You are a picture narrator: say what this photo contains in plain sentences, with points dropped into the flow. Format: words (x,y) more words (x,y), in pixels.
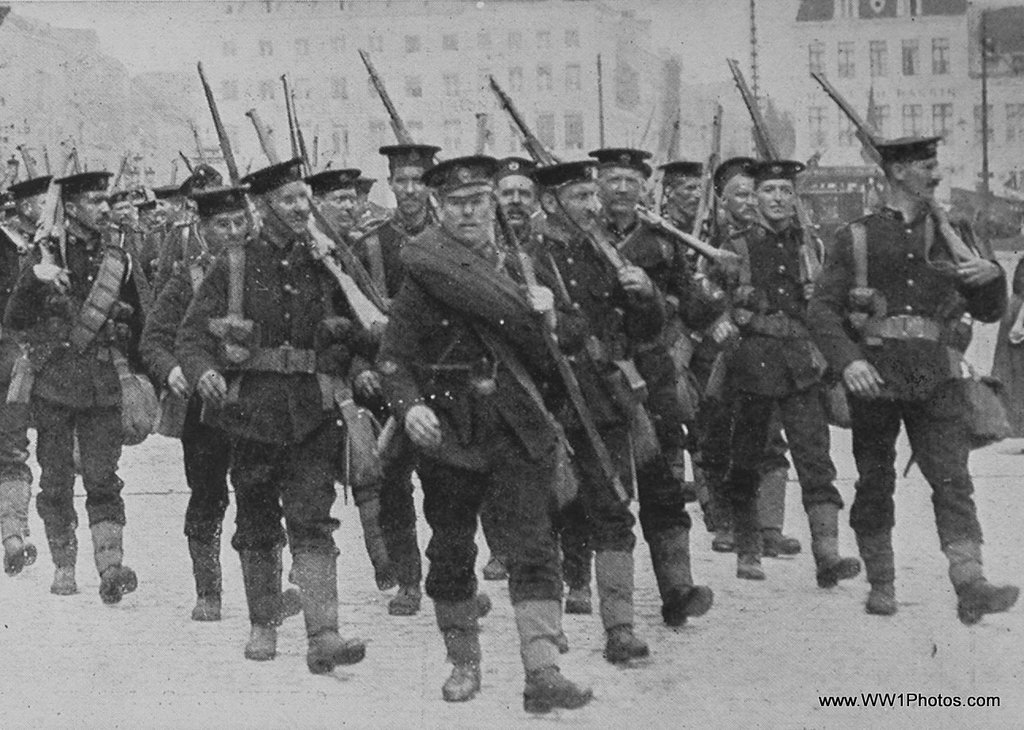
There are people (550,422) walking and holding guns (379,289) and carrying bags (862,277). In the background (864,75) we can see buildings (535,19) and poles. In the bottom right side of the image (957,701) we can see text (893,700).
